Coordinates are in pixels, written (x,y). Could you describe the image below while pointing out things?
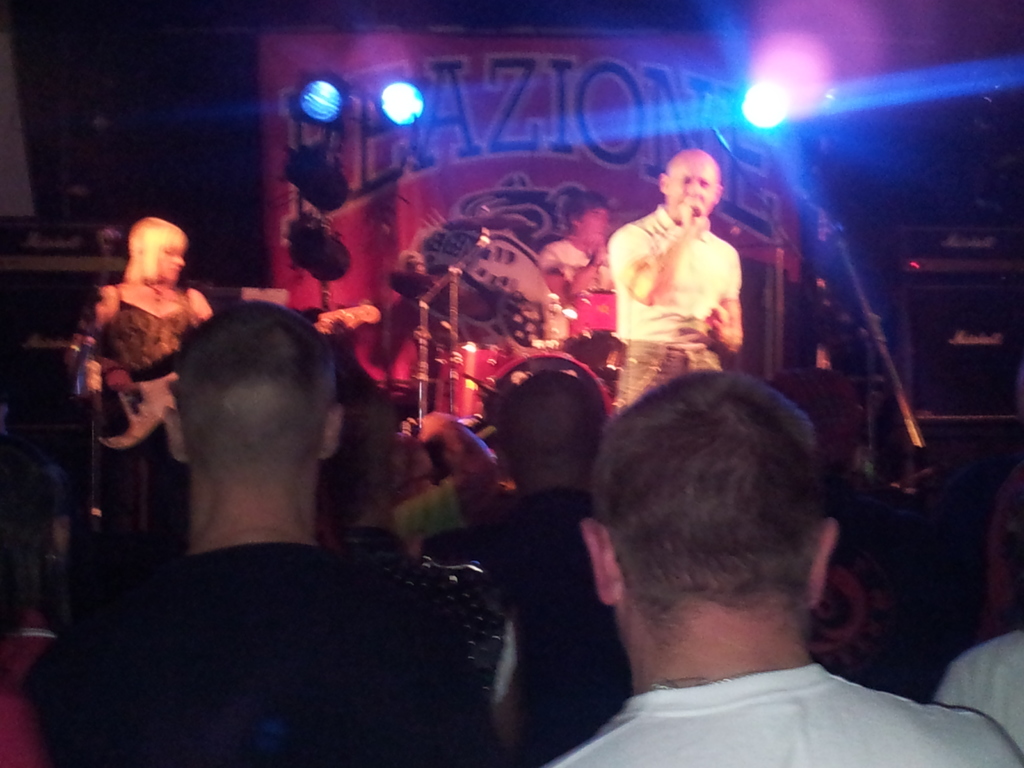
A man (623,233) in white color t-shirt (693,269), standing and singing a song. In front of him, there are group of people (650,447) listening to the event. In the background (153,262), there is a woman (201,306) playing guitar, a man (577,271) playing drums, hoarding (496,118) and some other materials (70,239).
